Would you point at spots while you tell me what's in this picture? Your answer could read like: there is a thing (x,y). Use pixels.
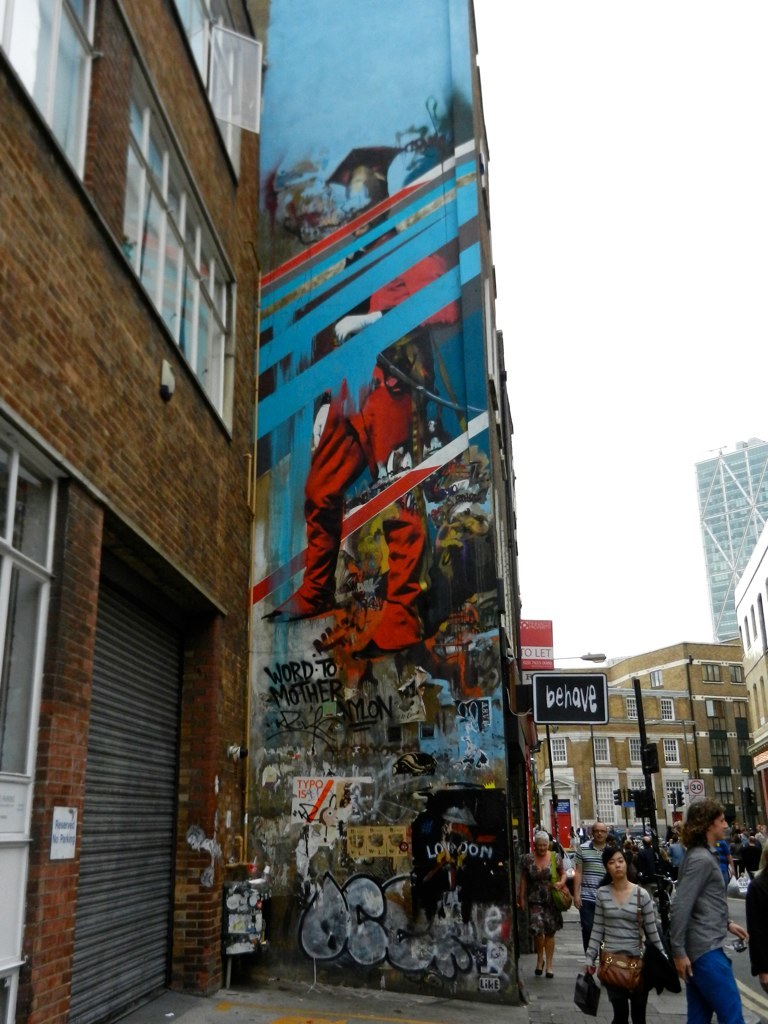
In this picture we can see a group of people (616,895), shutter (121,631), name boards (544,650), bags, painting (324,650) on the wall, buildings (102,395) with windows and some objects (651,780) and in the background (635,320) we can see the sky (581,329).
